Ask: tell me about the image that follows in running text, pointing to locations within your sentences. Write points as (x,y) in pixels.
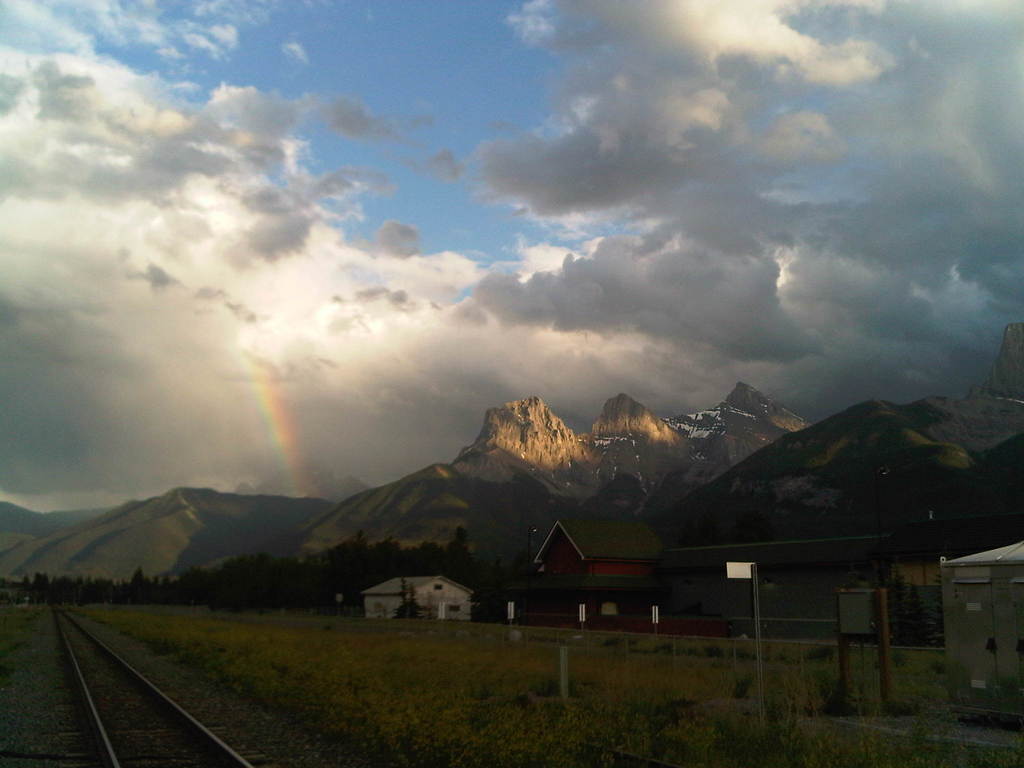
There is a railway track (98,673) on the left side (96,685). There are plants (394,681). On the right side (860,632) there are buildings (566,569) and a board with poles (846,642). In the back (240,517) there are trees (374,562), mountains (566,472), sky (447,210) with clouds (396,233) and rainbow (288,449).
